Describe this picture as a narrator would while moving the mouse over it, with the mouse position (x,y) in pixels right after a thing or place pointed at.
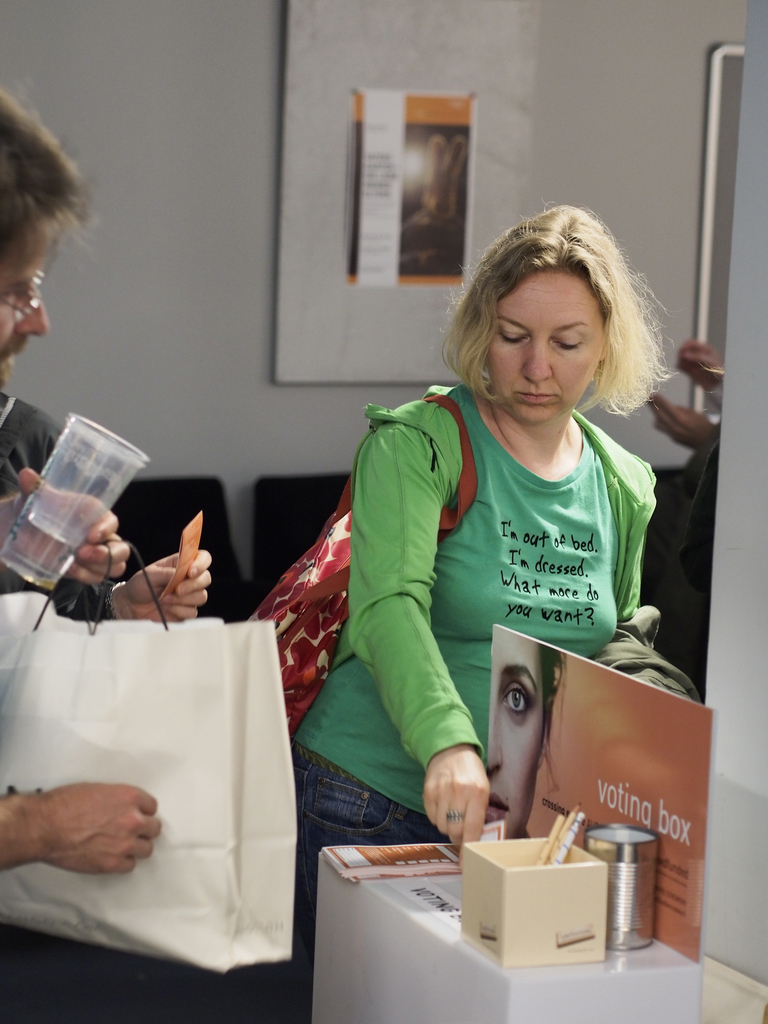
In this image there is a woman (534,502) wearing a green top (483,697) is standing, is also wearing a handbag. At left side (196,654) there is a person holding a glass (47,522) and bag (151,917). Behind to him there is another person (63,228) holding a card (193,529). At the right bottom corner (531,761) there is a table (646,982) having box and poster (682,737). Behind this woman (383,476) there is a board (300,351) having some poster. At the left side (88,871) person hand (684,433) is visible.
